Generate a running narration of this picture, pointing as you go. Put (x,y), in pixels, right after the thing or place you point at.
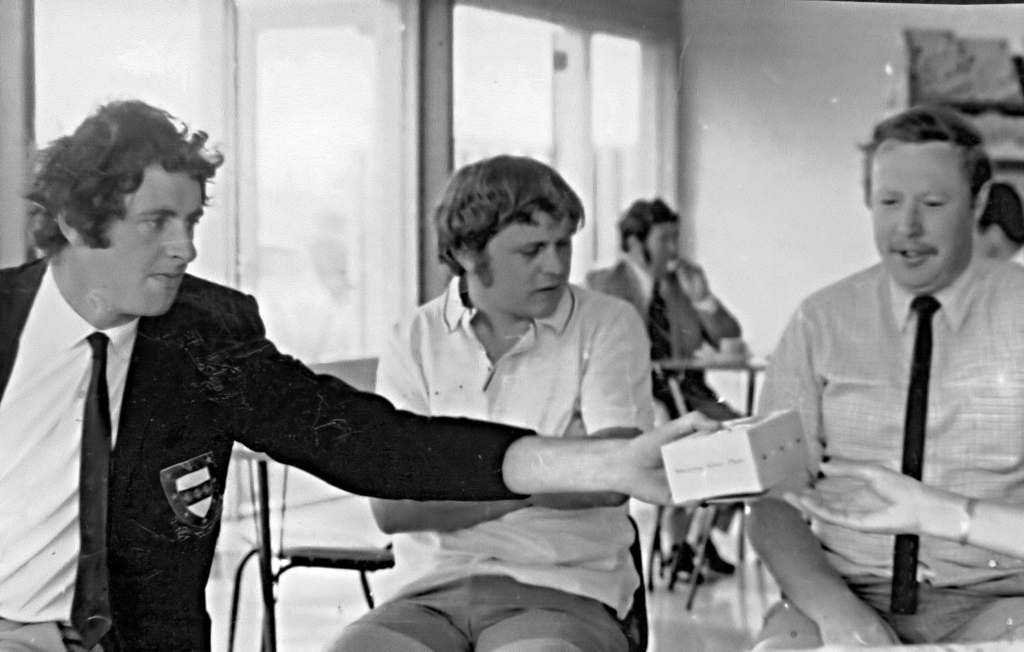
In this image I see 4 men (946,471) who are sitting on chairs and this man (83,200) is holding a box (727,441) in his hand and I see a person's hand (868,498) over here. In the background (758,329) I see the wall (745,194) and I see the floor (753,623) and I see that this is a black and white image.
